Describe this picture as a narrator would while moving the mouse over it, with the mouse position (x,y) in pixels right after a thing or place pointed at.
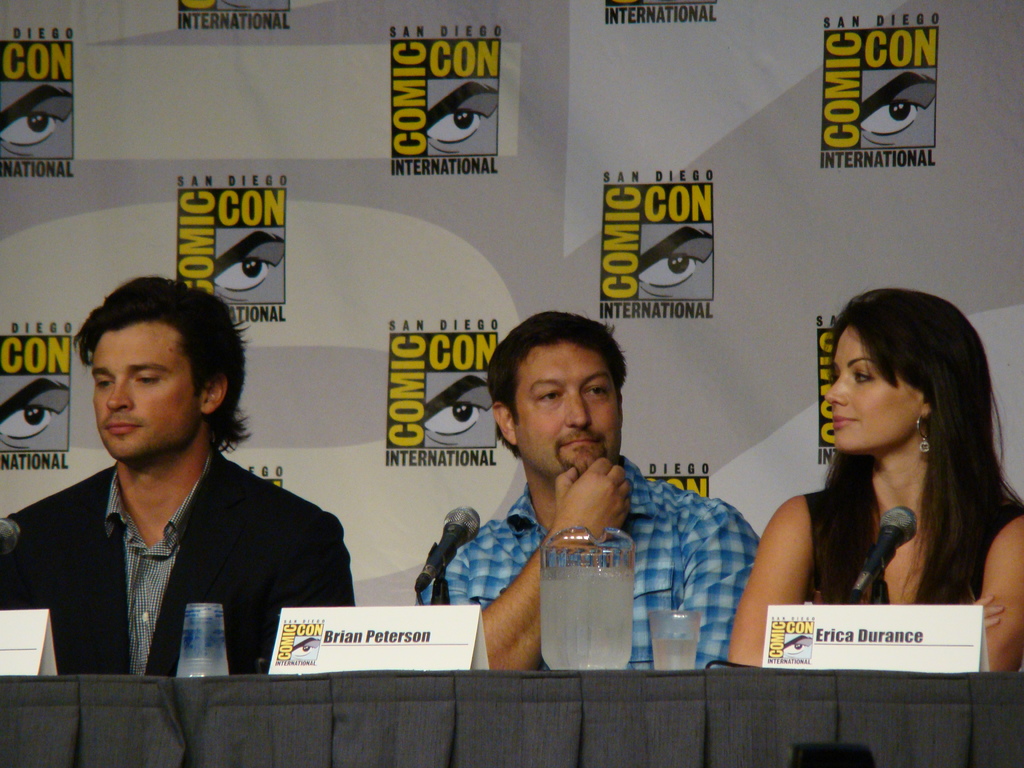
In this picture I can see three people (455,594) sitting on the chairs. I can see the microphones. I can see the banner (400,466) in the background (387,459). I can see glasses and the jar (544,595) on the table (219,707). I can see name plates (341,662).
